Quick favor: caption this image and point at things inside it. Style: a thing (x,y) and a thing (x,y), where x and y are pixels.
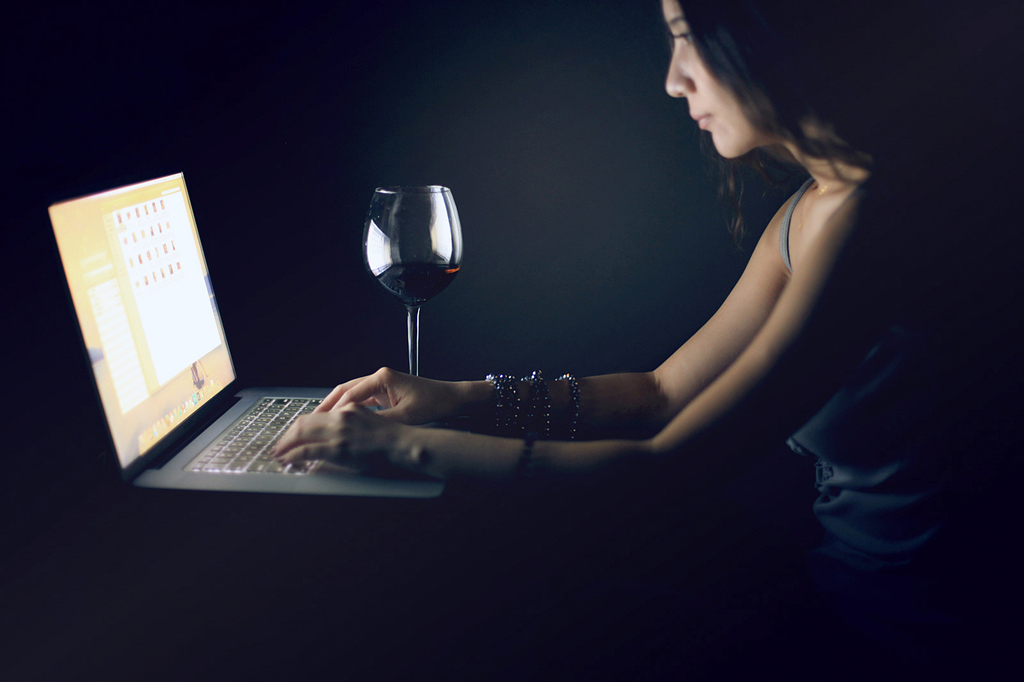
On the right side (913,397), there is a woman (845,194) working with a laptop (148,475) which is on a surface (507,500) on which there is a glass (415,286) filled with drink (440,271). And the background (85,65) is dark in color.
